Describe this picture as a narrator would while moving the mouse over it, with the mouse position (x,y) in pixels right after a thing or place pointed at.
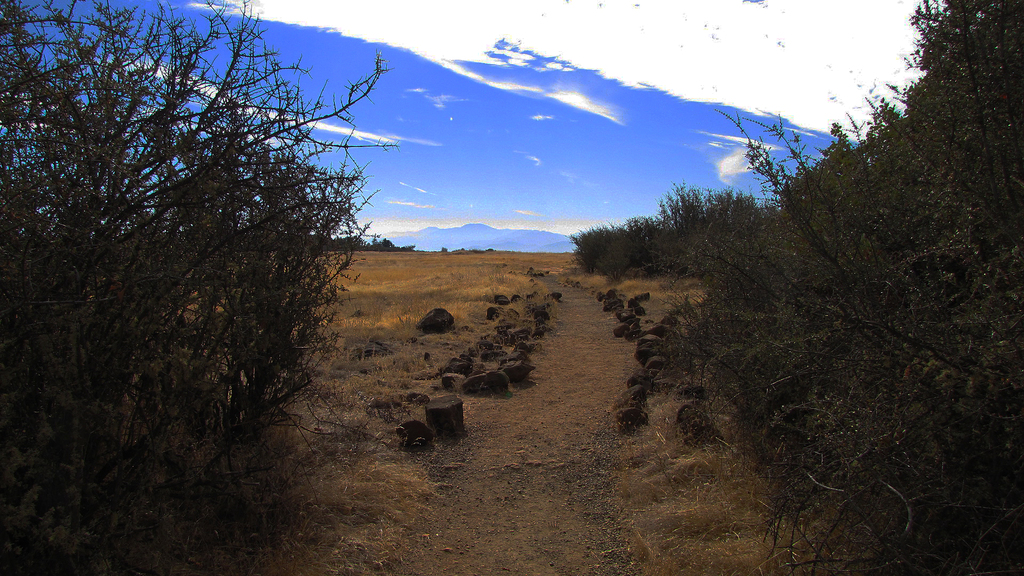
This is an outside view. At the bottom (429,436) there are few stones (515,367) on the ground (497,453). On the right (832,312) and left side of the image (102,303) there are many trees (809,284). At the top of the image (483,135) I can see the sky (536,147) and clouds (669,43).
